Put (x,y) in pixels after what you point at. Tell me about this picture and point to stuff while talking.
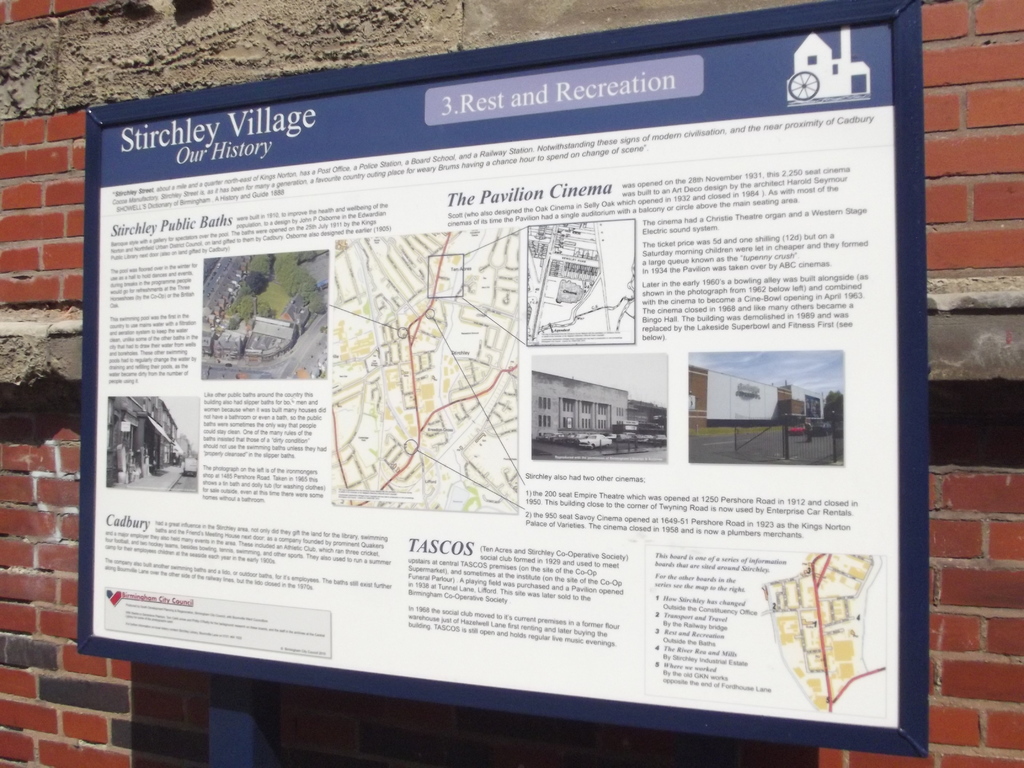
In this picture we can see a board (520,448) with different images (551,420) and note (614,581). And this is the brick wall (32,278).
